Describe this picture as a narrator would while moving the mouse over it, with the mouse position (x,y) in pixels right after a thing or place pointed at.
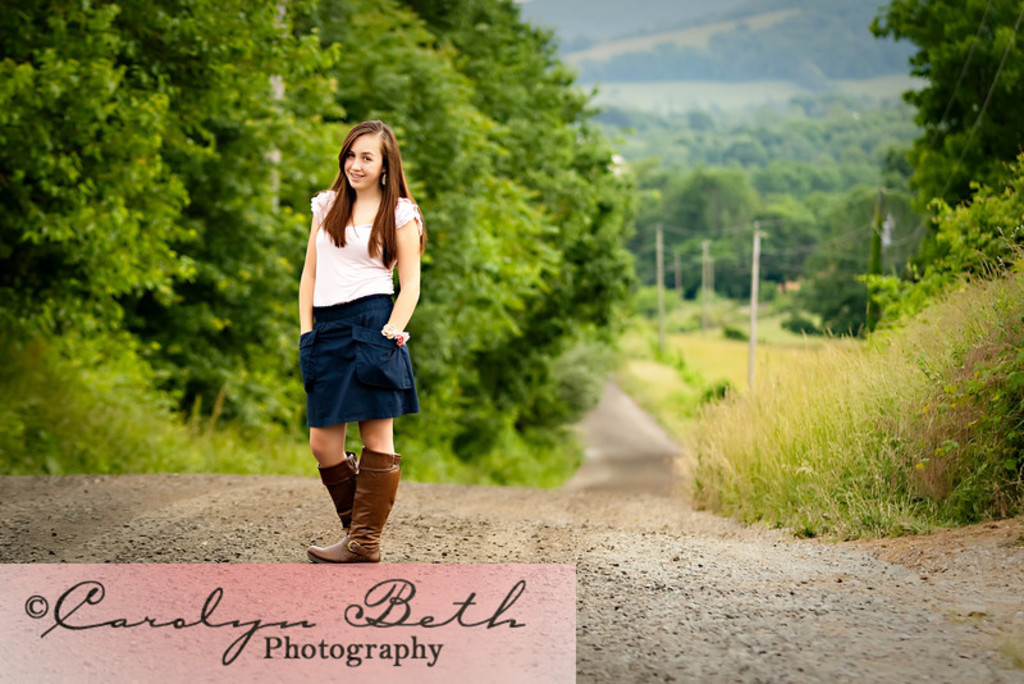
This picture is clicked outside. On the left (338,317) there is a woman (352,158) wearing t-shirt (341,261) and standing on the ground (405,550). In the background (713,470) we can see the trees (639,190), poles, grass (856,373) and plants (842,305). In the bottom left corner (146,614) we can see the watermark (265,638) on the image.
